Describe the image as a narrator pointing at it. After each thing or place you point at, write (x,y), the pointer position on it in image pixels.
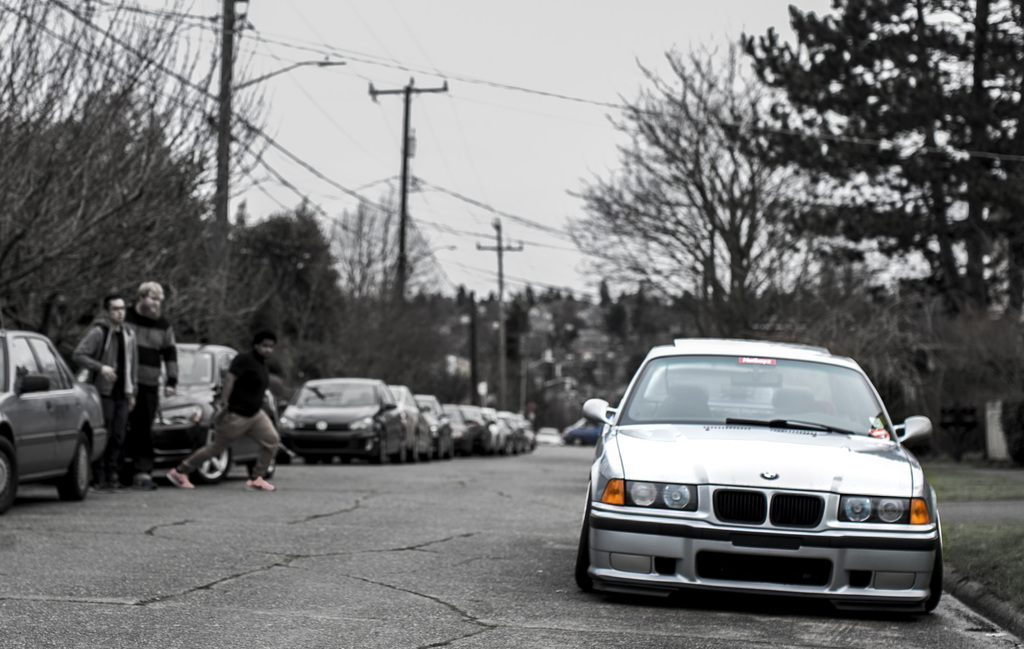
In this image we can see few cars (429,427) on the road (397,513), three persons (251,403) standing near the cars (183,398) and there are few trees (632,260), poles (221,204) with wires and the sky (561,115) in the background (568,121).
